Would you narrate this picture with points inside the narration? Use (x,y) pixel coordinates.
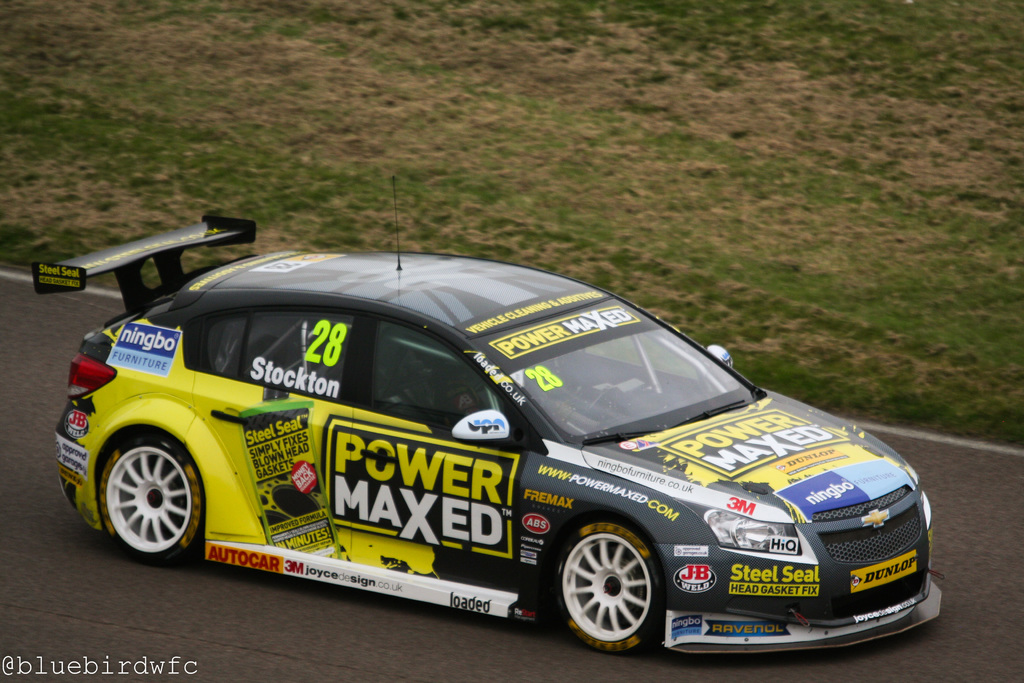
In the center of the image (396,351) we can see a car (385,367). At the top of the image (496,86) we can see the ground (868,262) and grass (888,299). At the bottom of the image (522,641) we can see the road (568,642). In the bottom left corner (95,672) we can see some text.
